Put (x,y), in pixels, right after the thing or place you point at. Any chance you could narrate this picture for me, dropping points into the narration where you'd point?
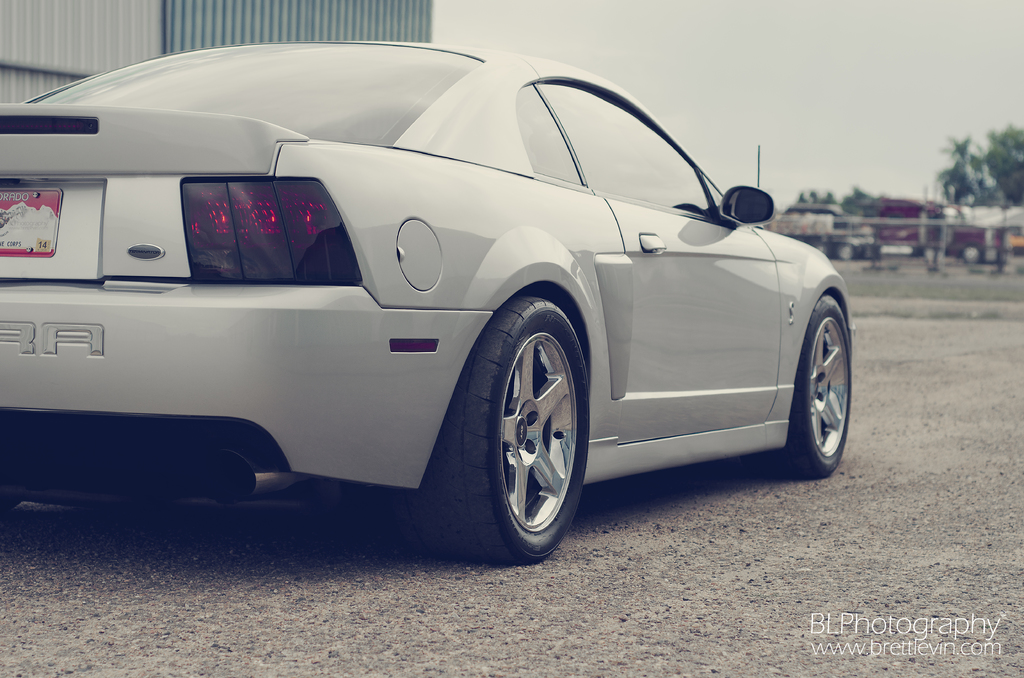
In the front of the image (326,436) there is a vehicle (411,258) on the road (947,376). In the background of the image (983,258) it is blurry. I can see trees (1002,201), vehicles (846,240), wall (224,26), objects (984,208) and sky (836,103). At the bottom right side of the image (926,623) there is a watermark (961,619).
